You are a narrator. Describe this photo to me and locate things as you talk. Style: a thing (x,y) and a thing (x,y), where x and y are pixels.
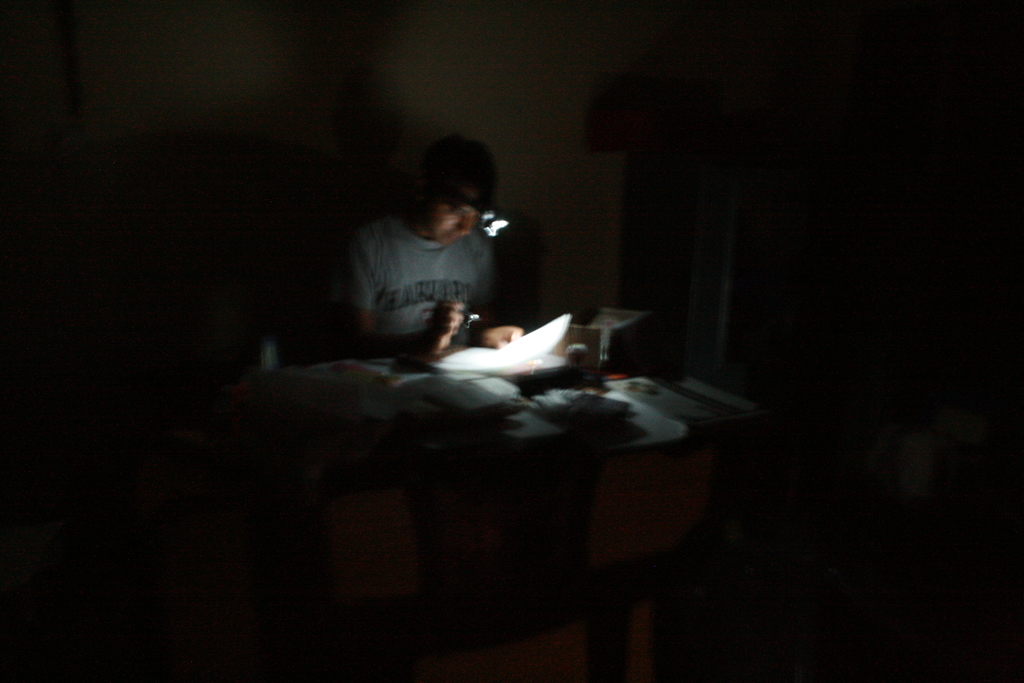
in this picture we see a man (394,351) seated and reading a paper (539,356) with the help of a lamp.
